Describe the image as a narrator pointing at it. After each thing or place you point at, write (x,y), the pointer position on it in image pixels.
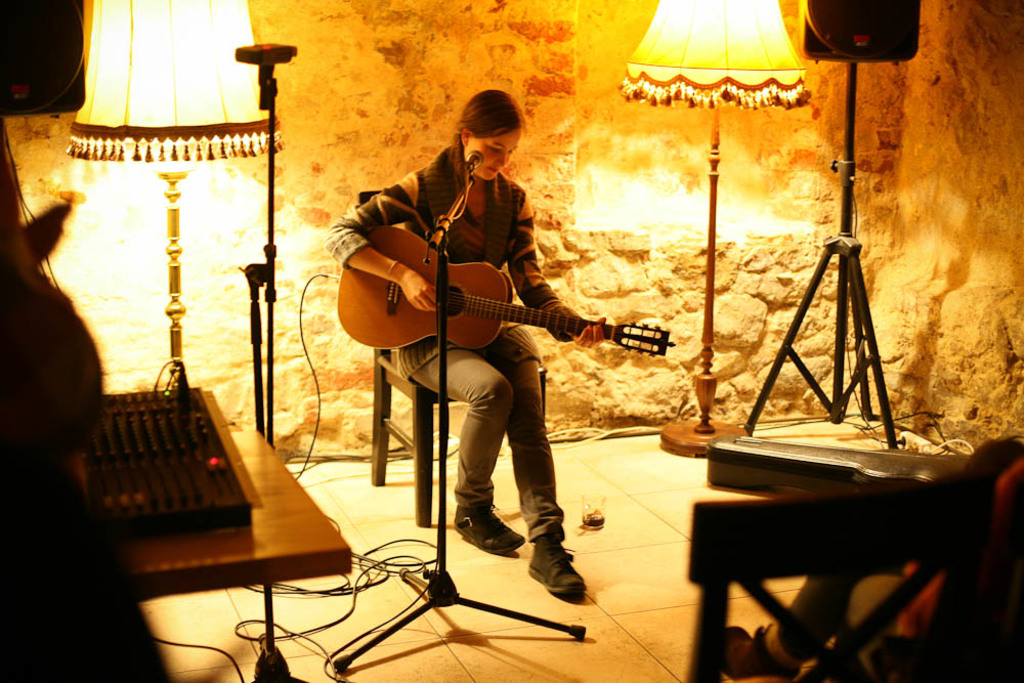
In this image in the center (454,241) there is one woman (451,350) sitting on chair (408,383), and she is holding a guitar (453,324). In front of her there is one mike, and on the left side (170,42) there is lamp (154,99) speaker (16,32) table (270,577) on the table (222,540) there is a mixer (177,454) and some other objects (266,410). And at the bottom (337,460) there are some wires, on the right side (858,38) also there is one lamp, speaker (865,51), one person (939,591) and some objects (951,468).
